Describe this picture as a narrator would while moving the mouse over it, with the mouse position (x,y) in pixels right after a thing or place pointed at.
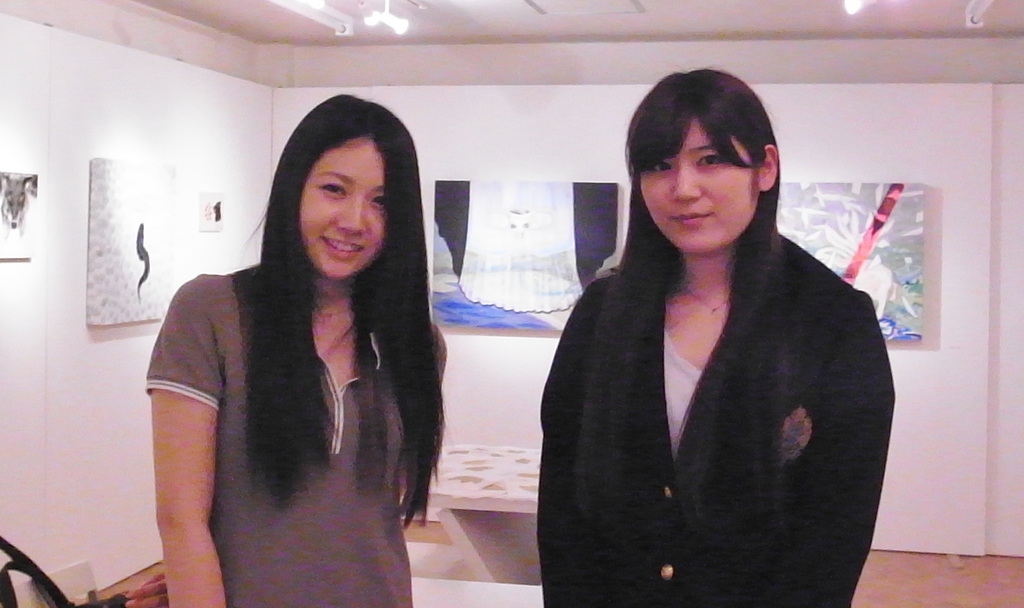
In this image I can see two people (390,466) with different color dresses (609,507). In the background (512,496) I can see the table (448,502) and many boards (159,320) to the wall (229,148). I can also see the lights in the top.
